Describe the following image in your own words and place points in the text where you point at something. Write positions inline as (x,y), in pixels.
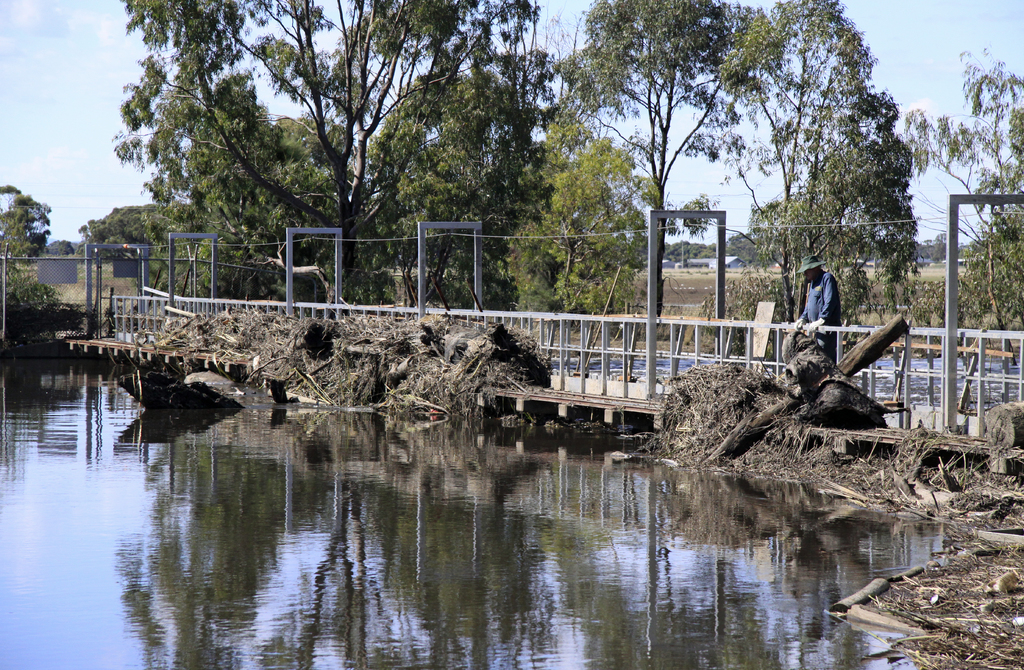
in this picture on the right side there is a man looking at something in the water (425,587) background (744,136) is the sky (721,136).
